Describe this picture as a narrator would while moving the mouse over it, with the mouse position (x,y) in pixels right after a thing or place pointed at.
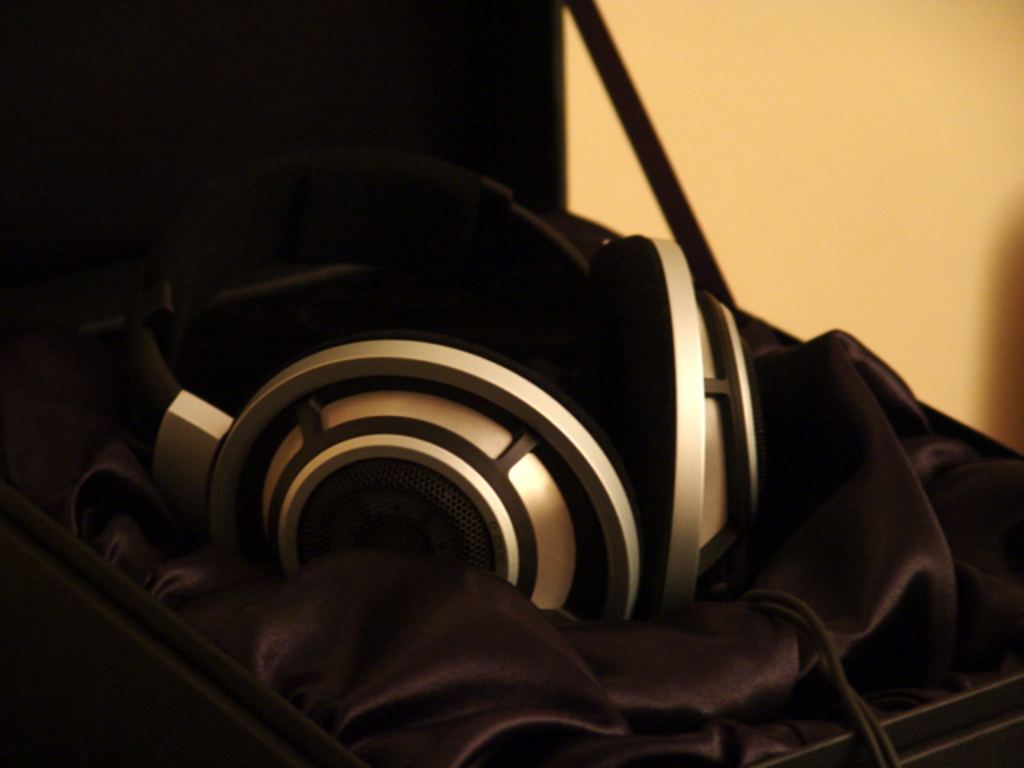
There is a headset (729,480) on a cloth (171,558), which is in the box (401,54), which is opened. In the background (728,108), there is wall (749,102).
